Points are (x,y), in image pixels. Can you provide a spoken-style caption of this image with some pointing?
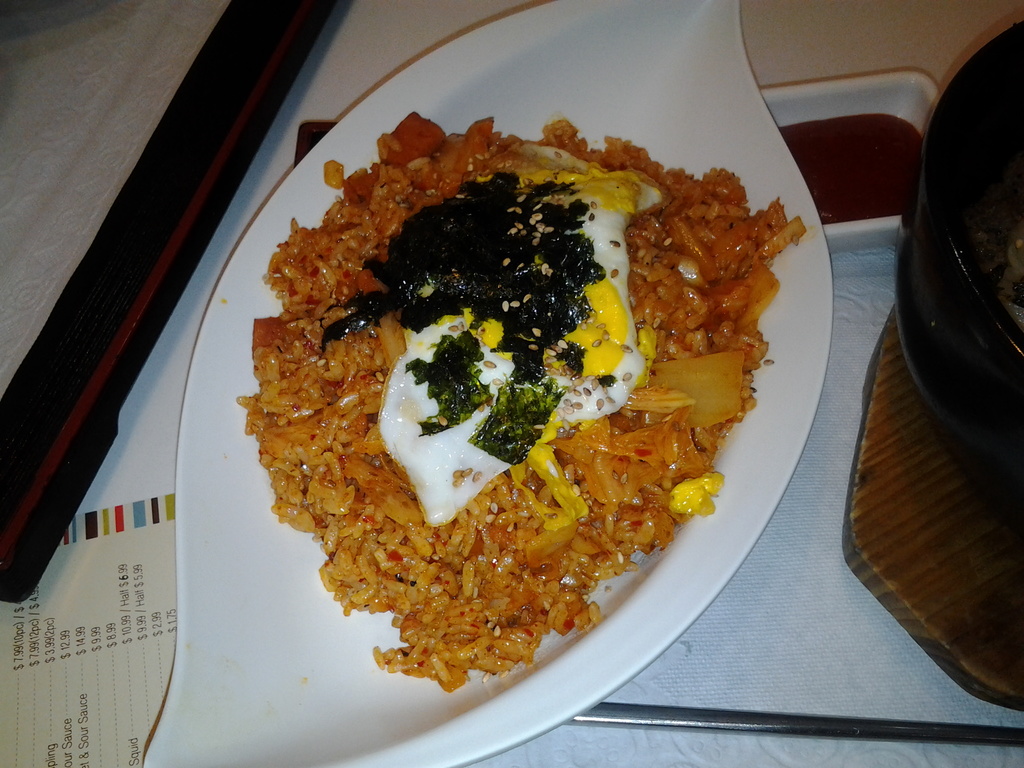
In this image there is a table (336,50) with a menu card (116,609) and a tray (837,717) on it. There is a plate (278,589) with an omelet (453,495) and a food item (476,620) on the tray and there is a bowl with a food item (991,262).
